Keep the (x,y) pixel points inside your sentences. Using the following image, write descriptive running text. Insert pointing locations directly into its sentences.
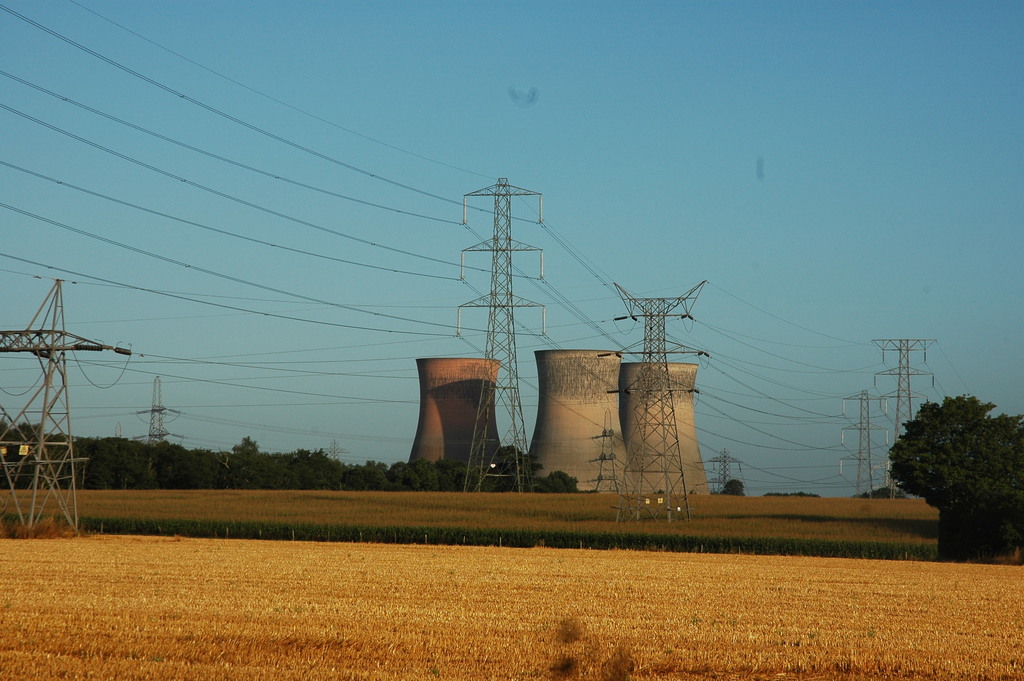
In the foreground of this image (720,626), there are farming fields (725,537), poles (502,290), cables (340,233), cooling towers (475,437), trees (427,471) and the sky (584,152).
